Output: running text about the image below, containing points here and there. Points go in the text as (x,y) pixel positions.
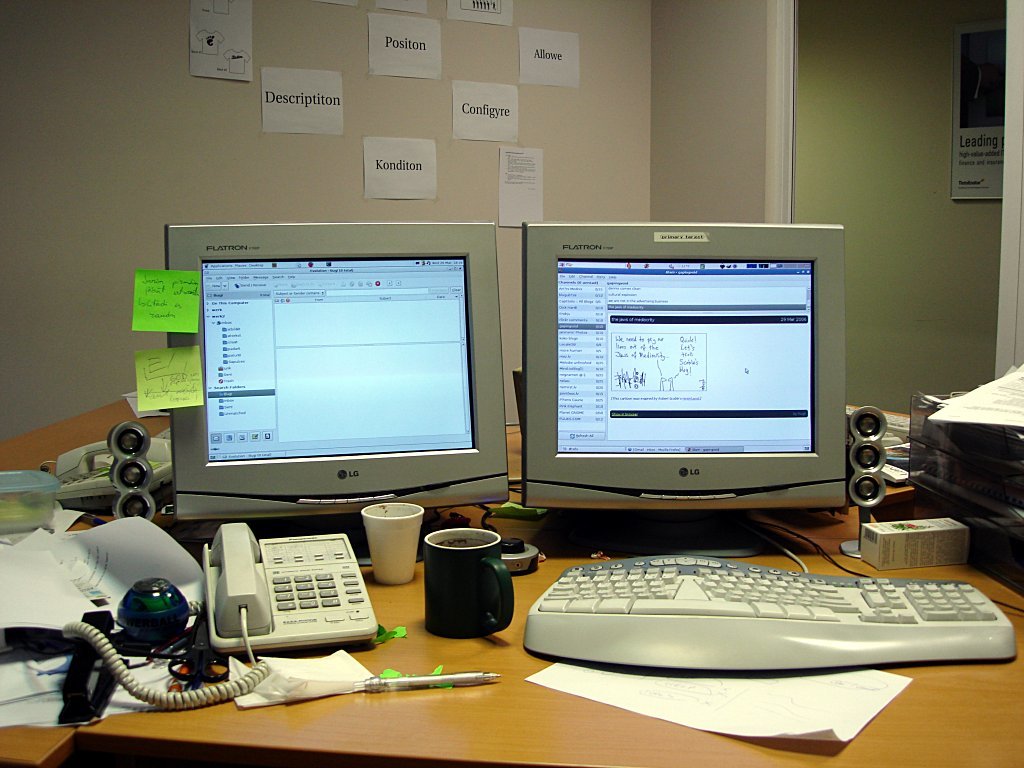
In this image there are monitors (390,437), keyboard (653,605), cup (472,541), glass (415,546), land line phone (219,596), cables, speakers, boxes (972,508), pen (401,683), paper (676,720) arranged in a table (953,717) and in back ground (498,125) there are papers (480,120) and frame (981,44) attached to wall (927,122).
